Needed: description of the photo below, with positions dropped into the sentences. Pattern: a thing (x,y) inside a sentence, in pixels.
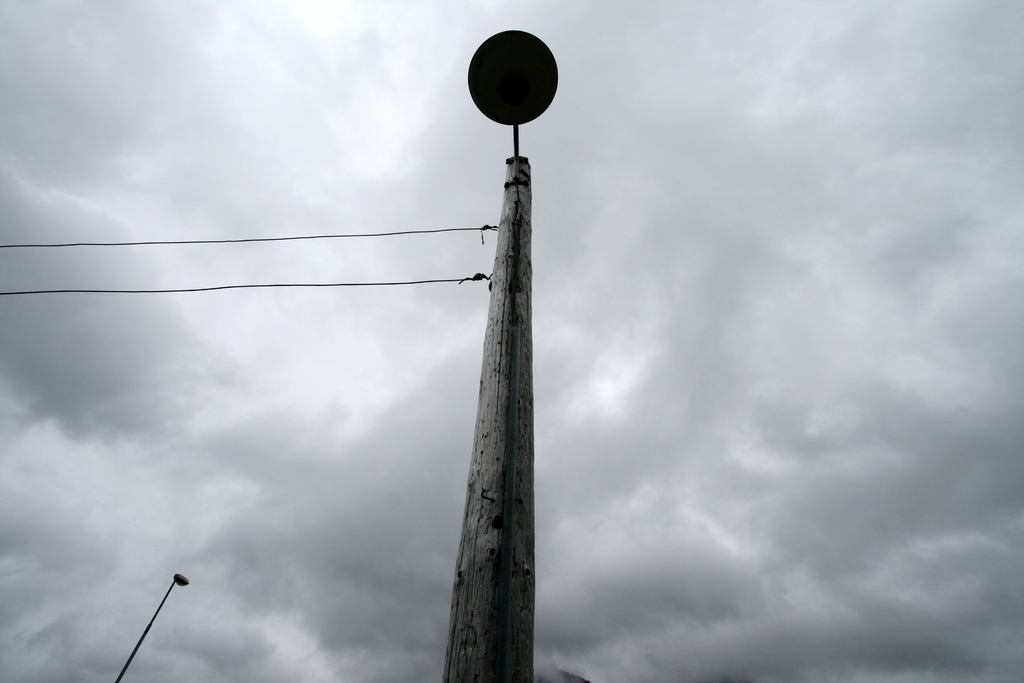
In this picture we can see a pole (475,669), wires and in the background (473,263) we can see the sky (647,453) with clouds (937,284).
